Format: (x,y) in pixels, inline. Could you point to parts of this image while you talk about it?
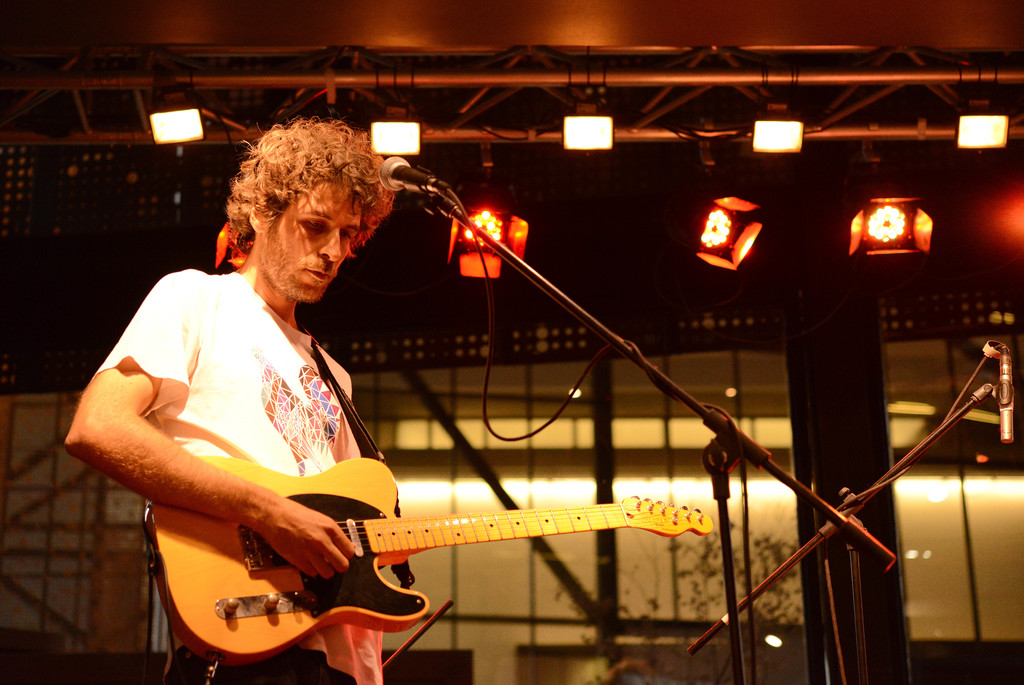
In this picture the person (270,341) is standing and holding a guitar (358,541) in front of him there is a mic (419,185) and stand (728,458). In the background (781,548) there are plant leaves (765,553) and on the top (587,140) the lights (599,131) are on.
